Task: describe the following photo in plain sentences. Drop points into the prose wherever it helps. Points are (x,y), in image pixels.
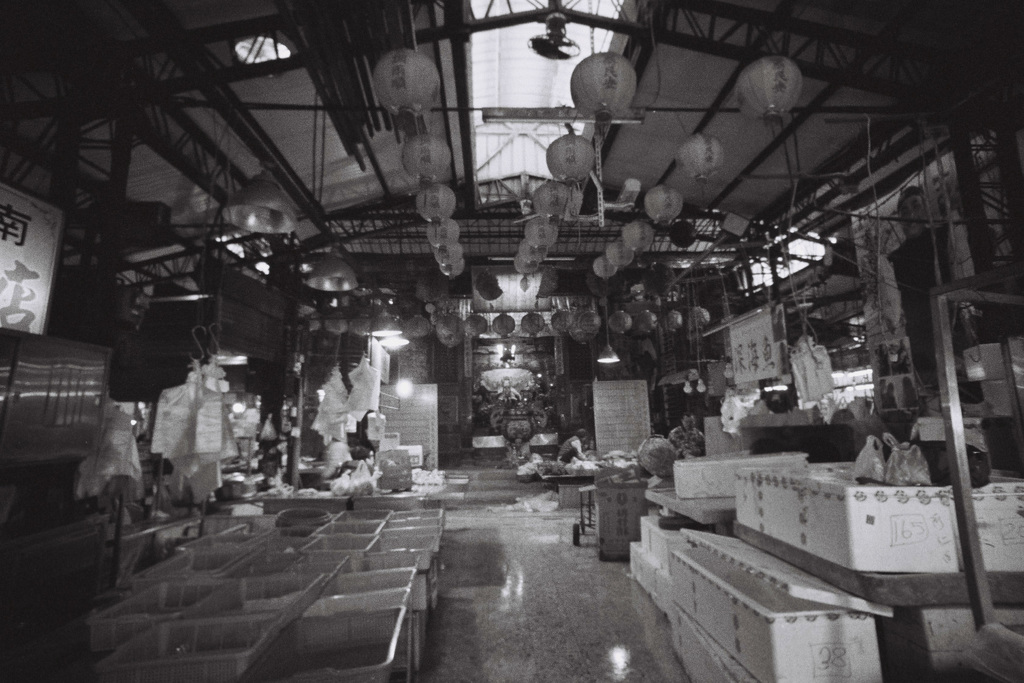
In this image I can see the inner view of the shed (570,606). Inside the shed (536,609) I can see the boxes (409,587) and many objects (637,448). To the left (39,274) I can see the board (12,259). In the background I can see few people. There are lanterns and many lights (505,357) in the top (560,210). And this is a black and white image.
